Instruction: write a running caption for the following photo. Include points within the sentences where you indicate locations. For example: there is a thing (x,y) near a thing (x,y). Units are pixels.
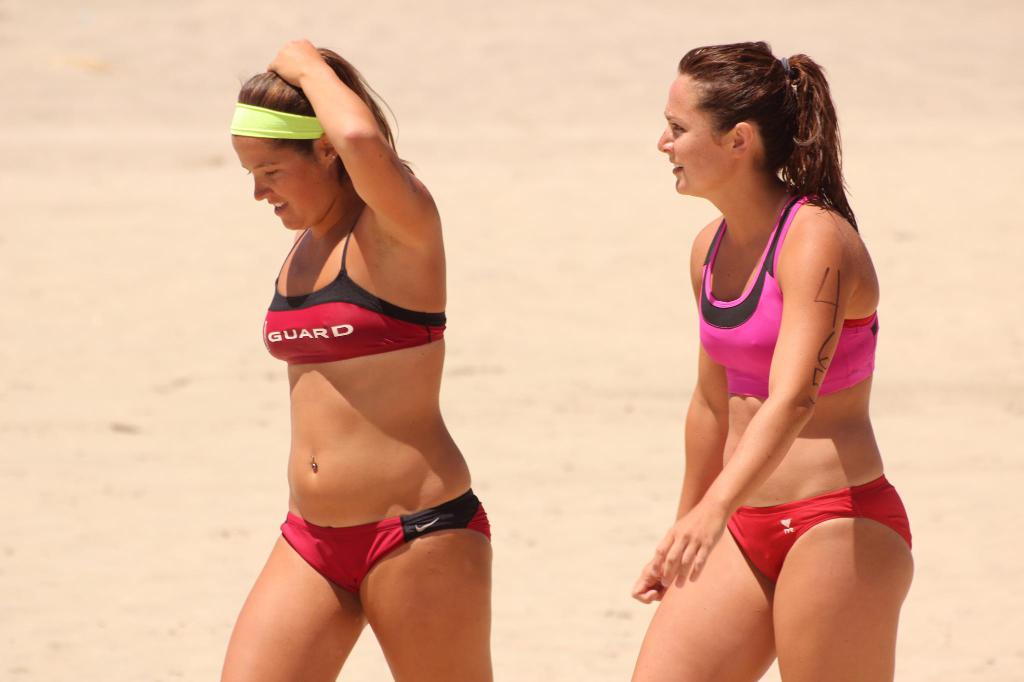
There are two women (416,374) standing on the sand (470,374).
